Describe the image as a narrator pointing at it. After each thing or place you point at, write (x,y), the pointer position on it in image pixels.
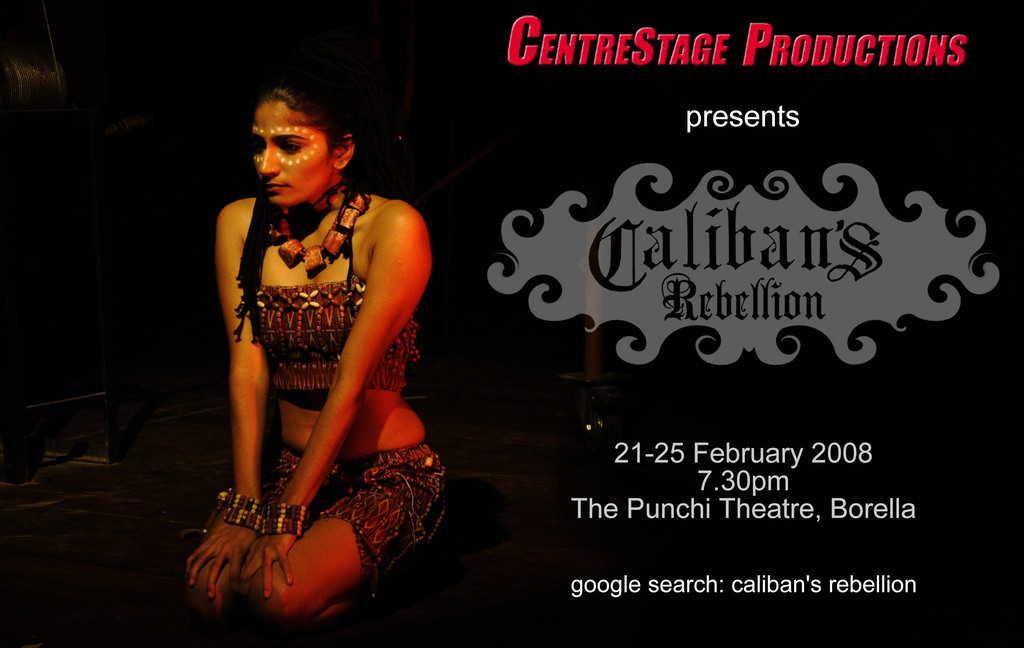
In this image we can see the promotion of some event on which there is some text (719,242) and a lady person (305,334) wearing different costume (348,474) crouching down.
